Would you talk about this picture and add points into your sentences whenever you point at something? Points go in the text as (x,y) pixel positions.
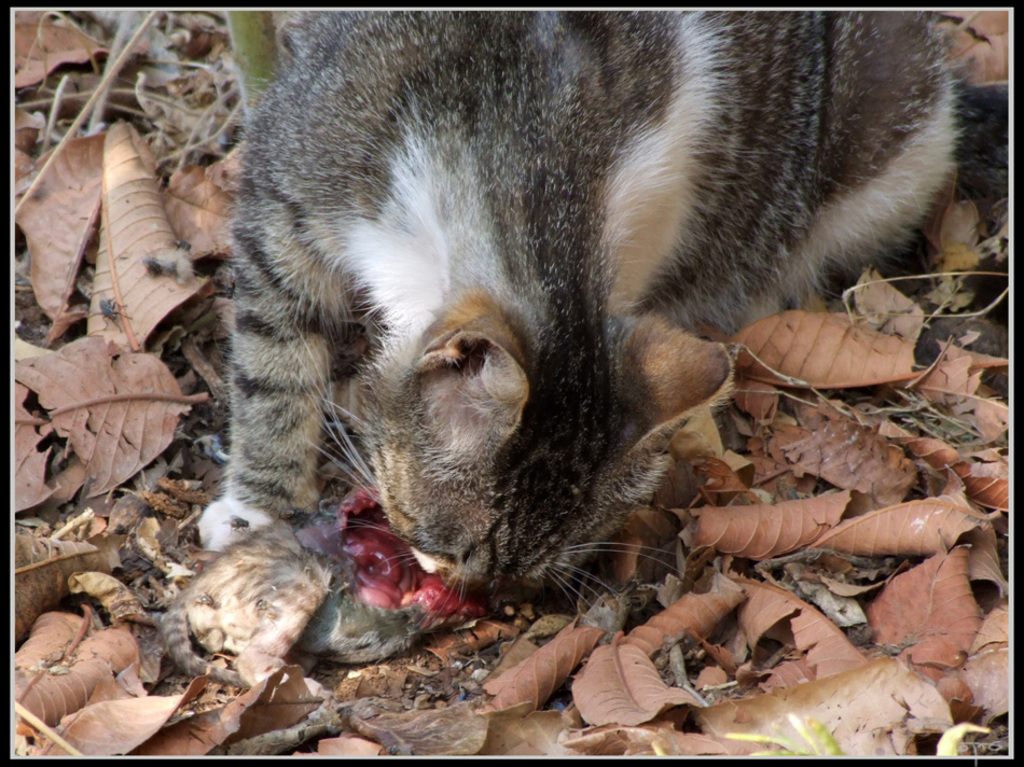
In the image there is a cat (525,186) which is in black and white color. It is eating an animal (381,626) which is on the ground (89,480). And also there are dry leaves (23,654) on the ground (493,671).
